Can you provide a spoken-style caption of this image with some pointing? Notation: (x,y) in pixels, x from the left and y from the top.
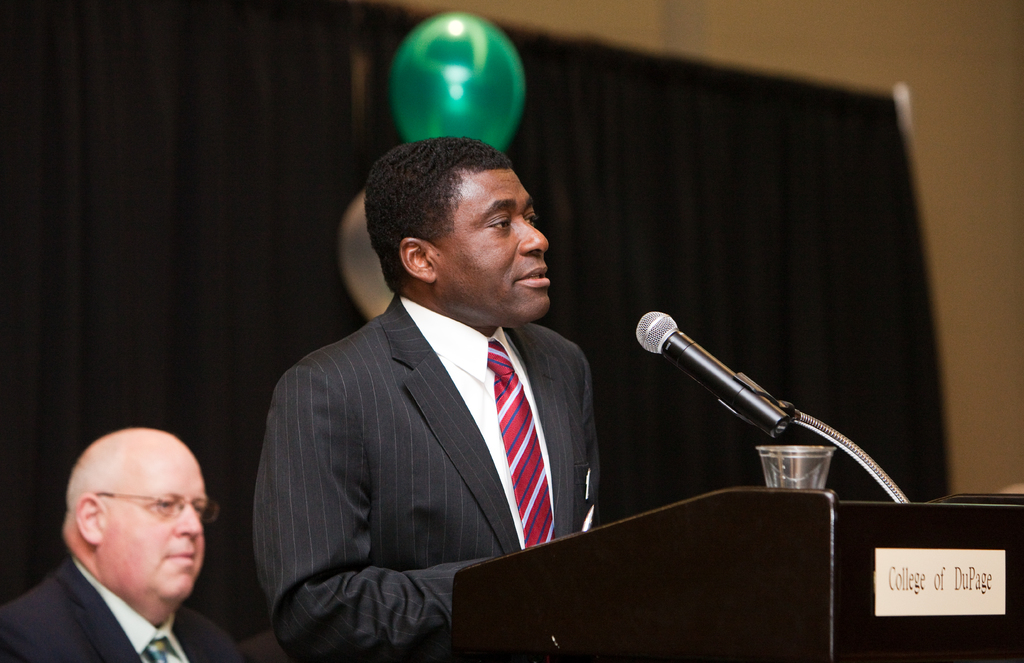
In the center of the image (409,335) we can see a man (443,605) standing, before him there is a podium (791,577) and we can see a glass (791,446) and a mic (761,404) placed on the podium (876,526). On the left (170,578) there is a man (181,594) sitting. In the background (215,149) there is a curtain (216,112), balloons (495,144) and a wall (998,238).
